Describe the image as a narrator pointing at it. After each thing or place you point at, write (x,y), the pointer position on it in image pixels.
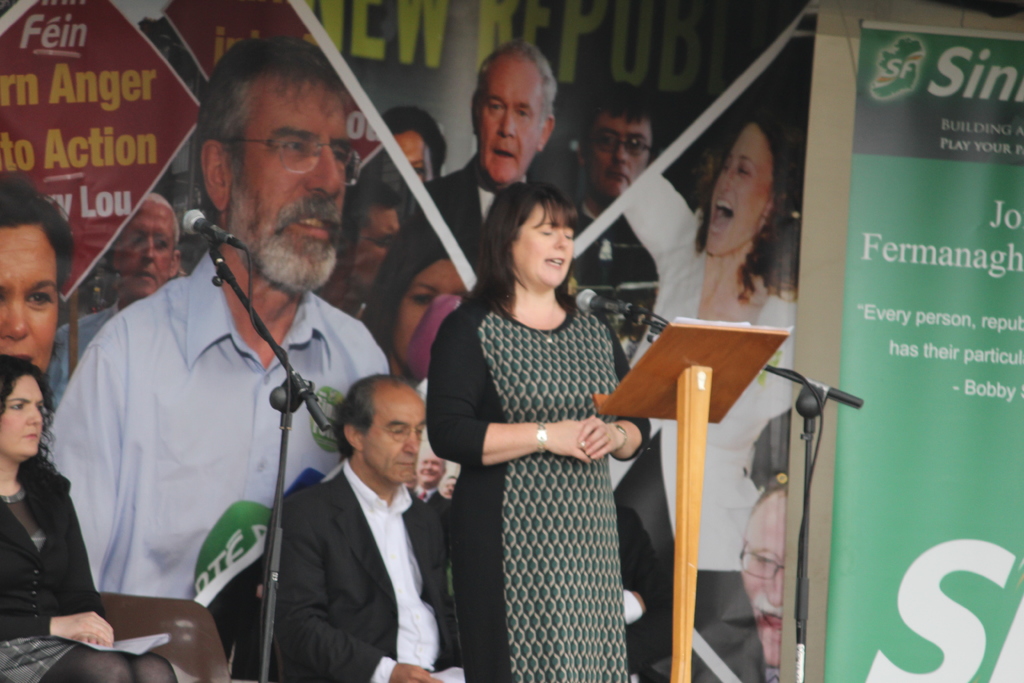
In this image we can see the person (506,379) standing and talking into a microphone (625,306). In front of her there is a podium (648,389). At the back (351,516) there are people (377,571) sitting on the chair (182,635) and holding a paper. And there are banners (501,185) with text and images (659,231) attached to the wall (857,8).
